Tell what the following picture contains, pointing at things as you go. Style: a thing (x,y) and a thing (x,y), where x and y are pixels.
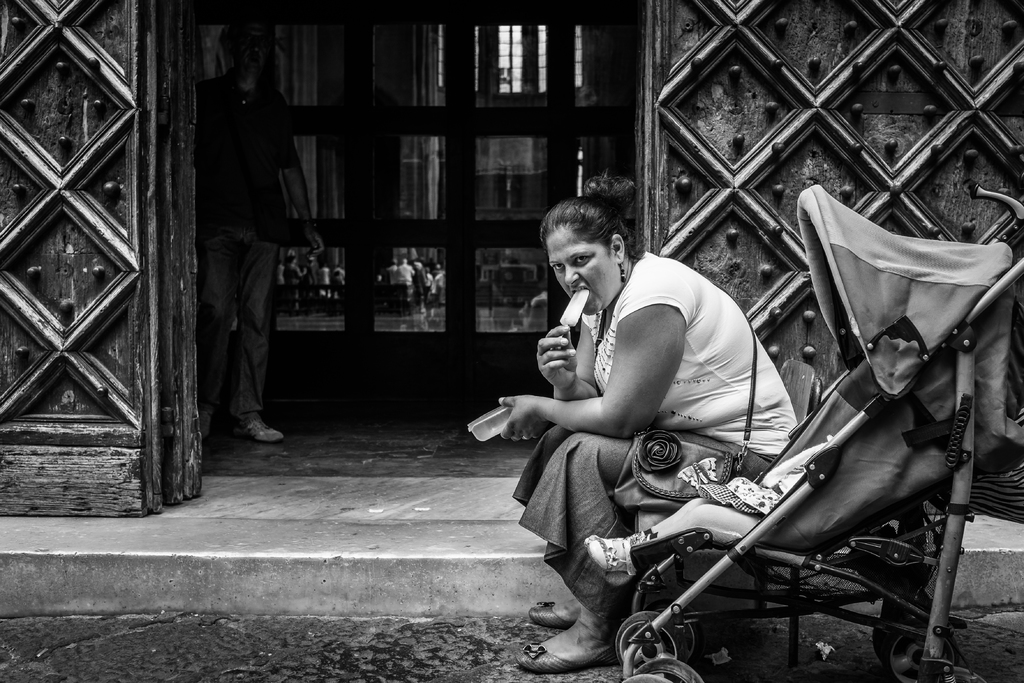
In this picture there is a lady (591,219) on the right side of the image (702,317), she is eating an ice cream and there is a door (546,206) in the center of the image (482,229).
